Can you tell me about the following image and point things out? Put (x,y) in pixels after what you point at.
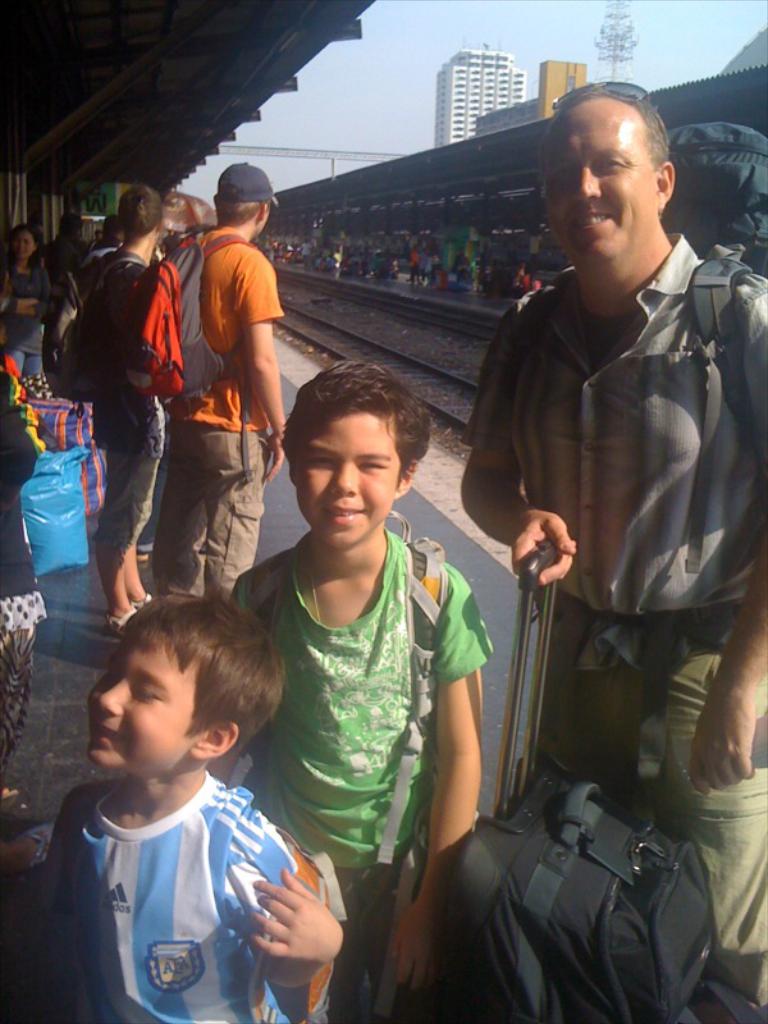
In this image we can see people (131,568) standing in the platform (433,528). The man (664,389) standing on the right (664,375) is holding a bag (541,829). In the background (356,337) there are railway tracks (310,320), buildings (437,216) and sky (332,136).
